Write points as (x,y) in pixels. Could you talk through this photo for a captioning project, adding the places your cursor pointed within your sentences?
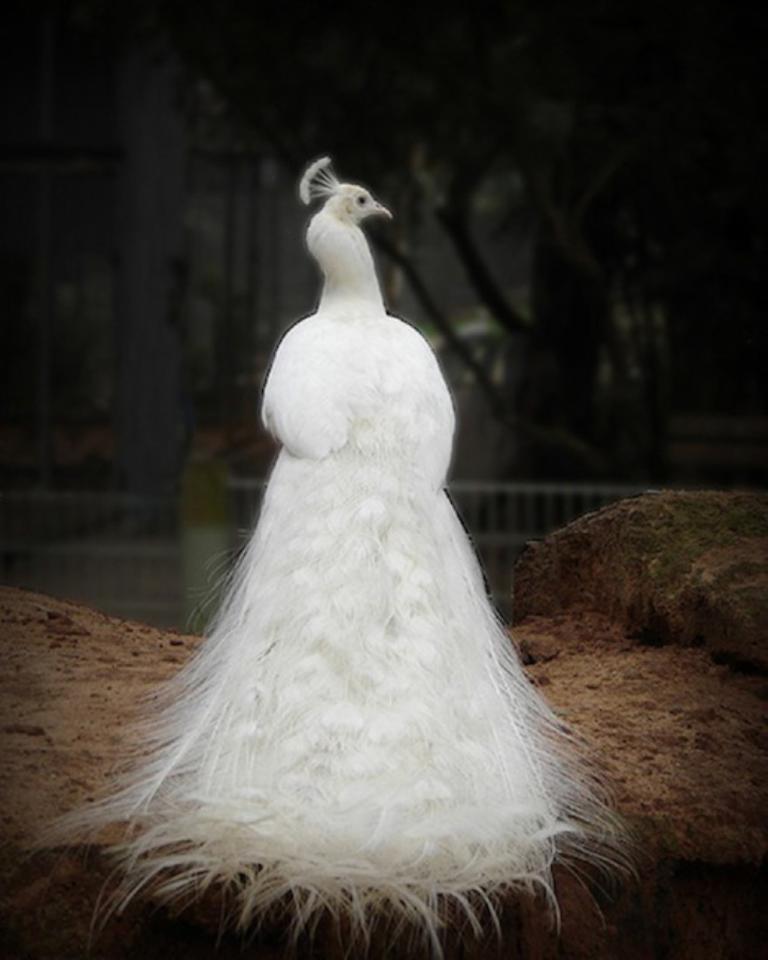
This is a picture of a white peacock (262,765), and there is blur background (109,67).
